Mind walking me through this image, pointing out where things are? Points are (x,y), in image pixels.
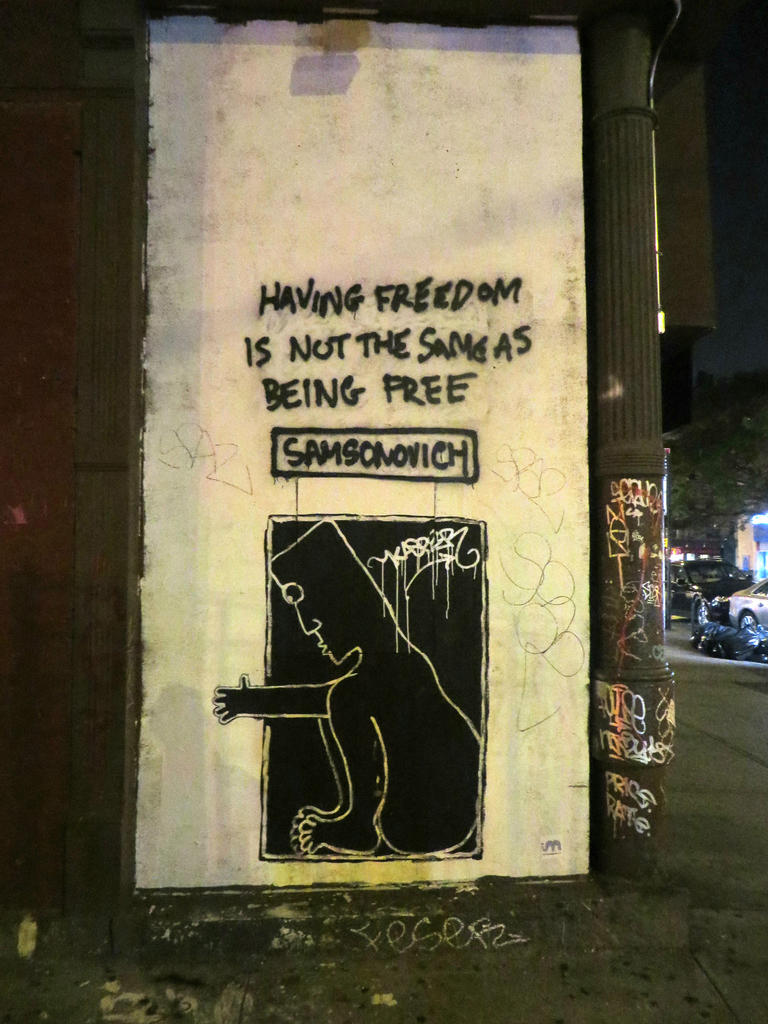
In this image we can see an art (379,611) and some text (315,454) is written on the white color wall (402,469). Here we can see the pillar (606,81) and in the background (731,484), we can see vehicles (751,595), trees (673,526) and the dark sky (745,160).
